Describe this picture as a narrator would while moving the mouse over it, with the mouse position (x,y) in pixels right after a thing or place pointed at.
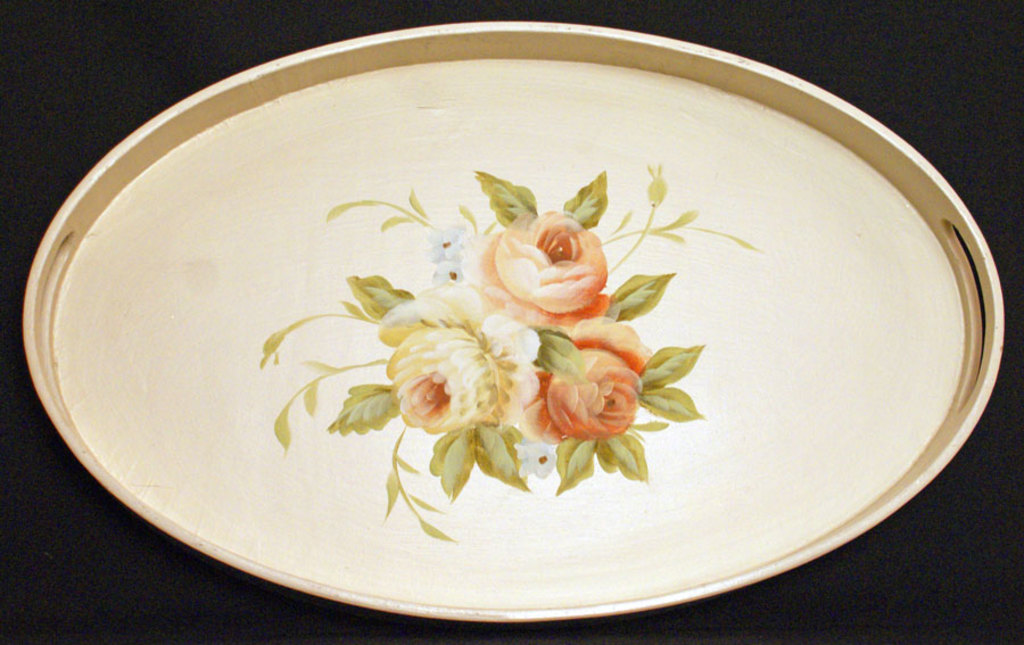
In this image there is a tray (571,391), there is a design (540,327) on the tray (499,342), the background of the image (75,73) is dark.
